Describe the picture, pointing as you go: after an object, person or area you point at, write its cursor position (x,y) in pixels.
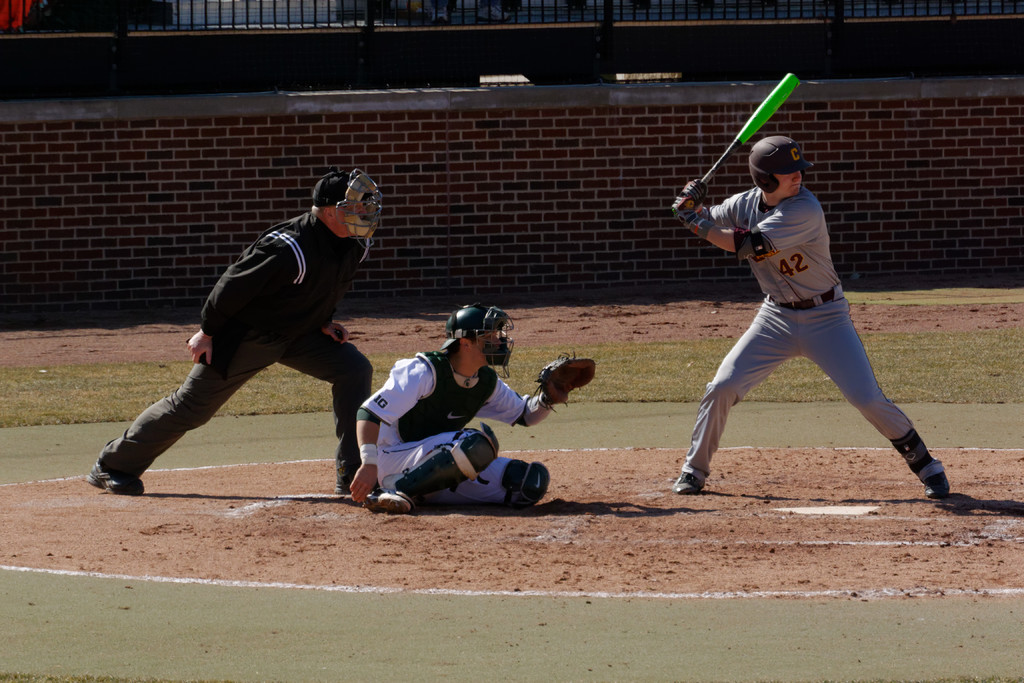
In this image there are people (470,385) playing baseball. At the bottom of the image (398,650) there is grass (549,632) on the surface (539,617). In the background of the image (478,177) there is a wall (580,179). There is a metal fence (395,41).
